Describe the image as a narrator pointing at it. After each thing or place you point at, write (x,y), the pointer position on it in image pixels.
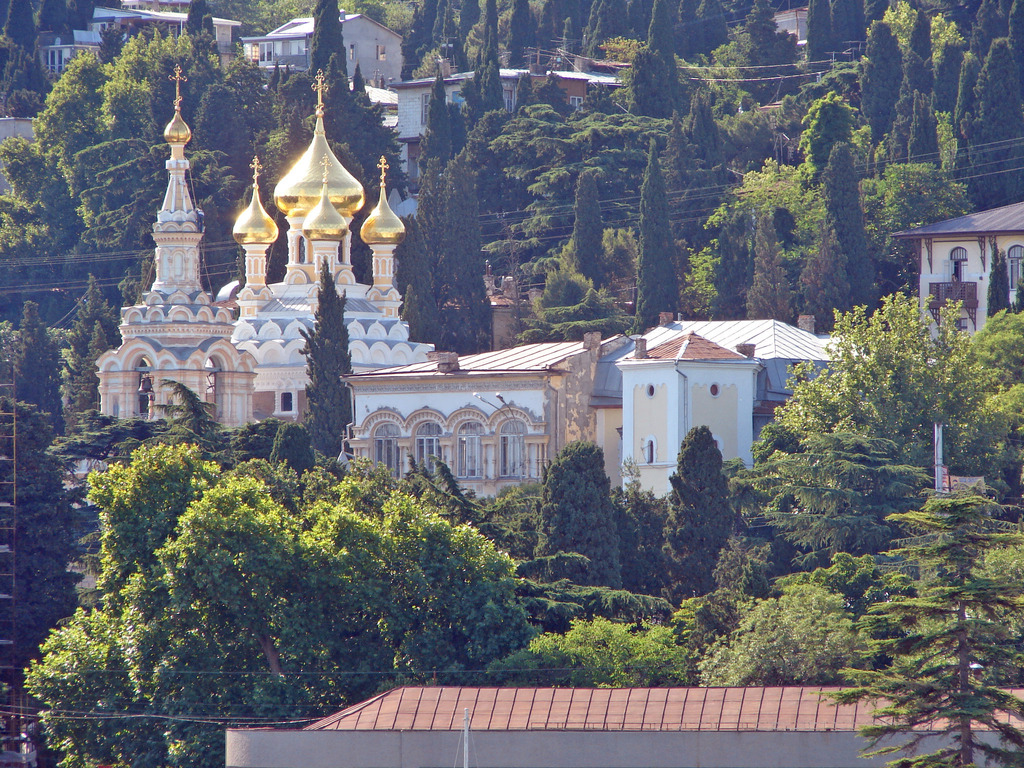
In this image I can see number of trees (46,479) and number of buildings (306,745). I can also see number of wires (546,210) on the bottom side (184,715) and in the centre of this image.
